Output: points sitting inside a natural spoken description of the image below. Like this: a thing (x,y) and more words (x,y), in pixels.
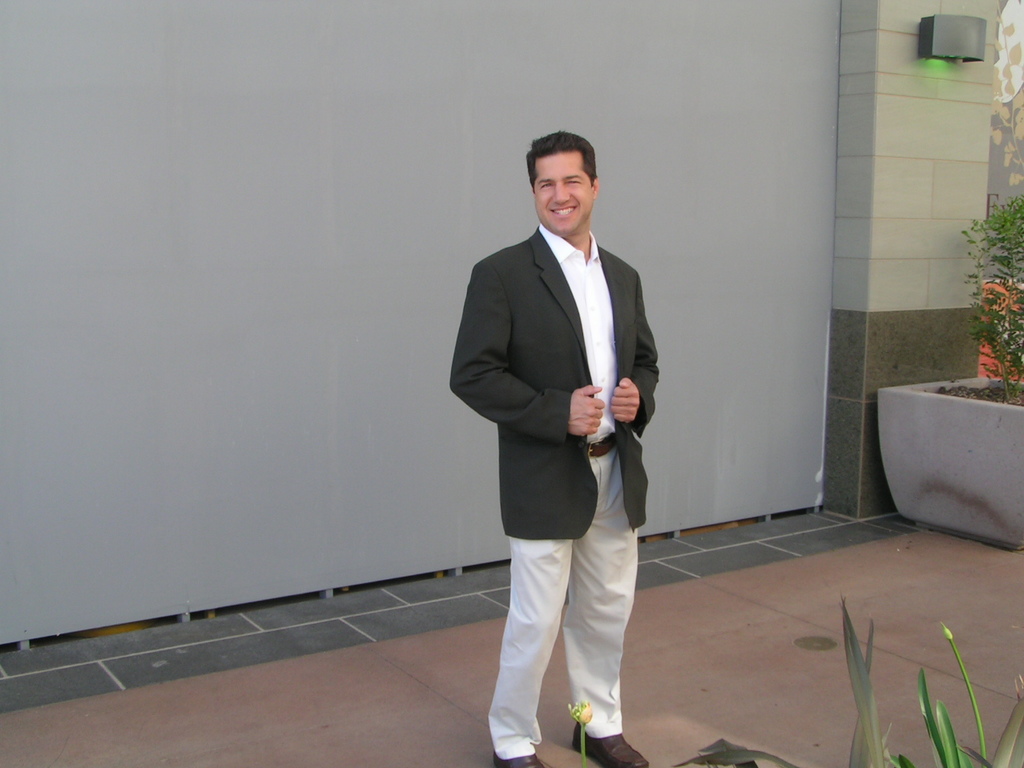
The man (513,374) in the middle of the picture (611,355) wearing a white shirt (588,315) and black blazer (553,358) is standing. He is smiling. In front of him, we see a plant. On the right side (934,437), we see a flower pot (975,403). Behind him, we see a wall (314,308) in grey color. Beside that, we see a pillar (848,180).
